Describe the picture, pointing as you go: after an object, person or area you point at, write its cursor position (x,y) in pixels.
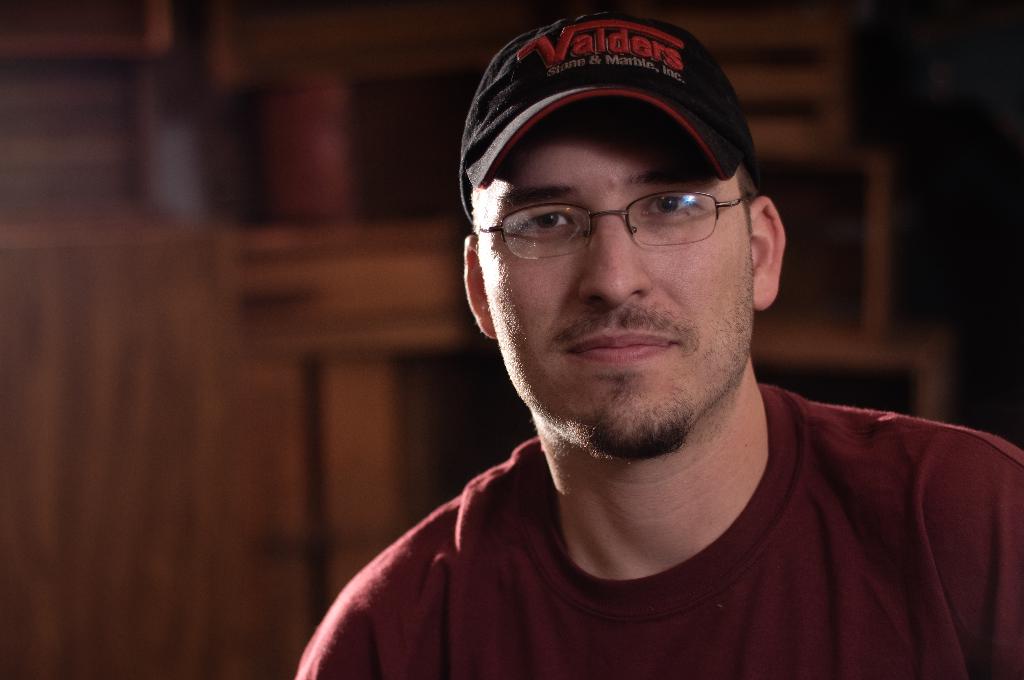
In this image we can see a person (682,531). A person (707,511) is wearing a cap (634,118) and a spectacle (635,231). There are few wooden objects (240,506) behind a person (449,669).
